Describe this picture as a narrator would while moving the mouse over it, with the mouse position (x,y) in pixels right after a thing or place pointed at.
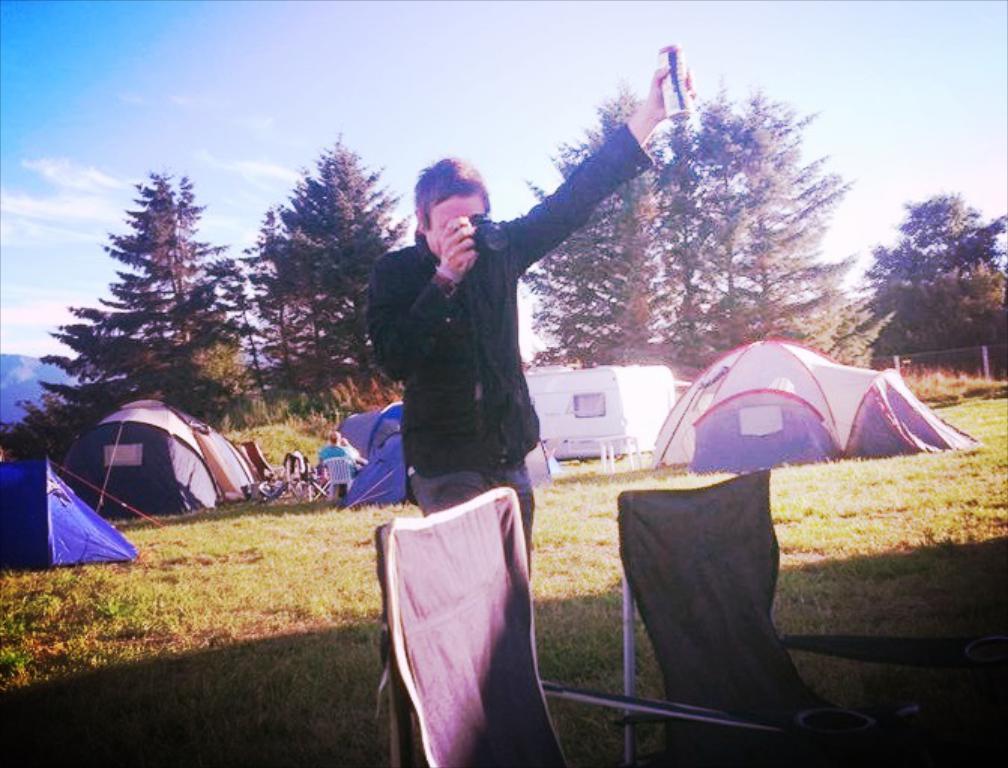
In the front of the image (475,439) I can see a person (470,423) is holding tin (676,92) with one hand (649,106) and a camera (485,223) with another hand (459,247). In-front of that person (471,320) there are chairs (707,599). In the background (843,430) we can see tents (191,421), vehicle (574,441), table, chair (337,467), person (342,455), trees (687,285), things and cloudy sky (365,122). Land (104,590) is covered with grass (215,608).
